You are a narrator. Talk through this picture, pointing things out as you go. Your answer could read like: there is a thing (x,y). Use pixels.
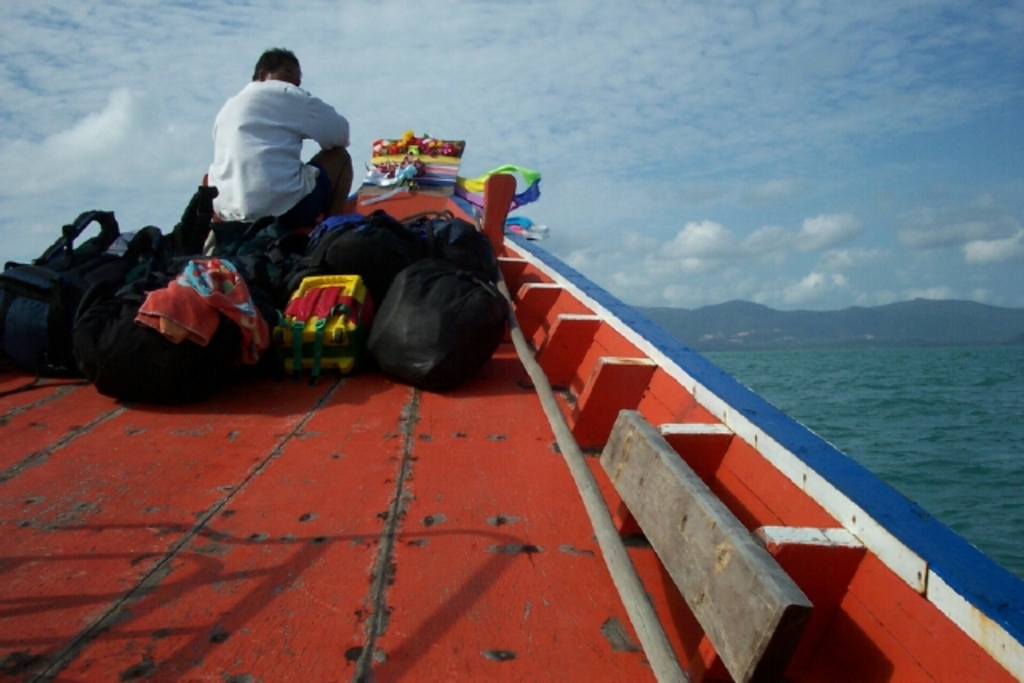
Here is a person (265,134) sitting. These are the luggage bags (221,231), which are placed on the boat (437,512). Here is the water (823,397) flowing. These look like hills (940,303). I can see the clouds (771,248) in the sky (755,154).
